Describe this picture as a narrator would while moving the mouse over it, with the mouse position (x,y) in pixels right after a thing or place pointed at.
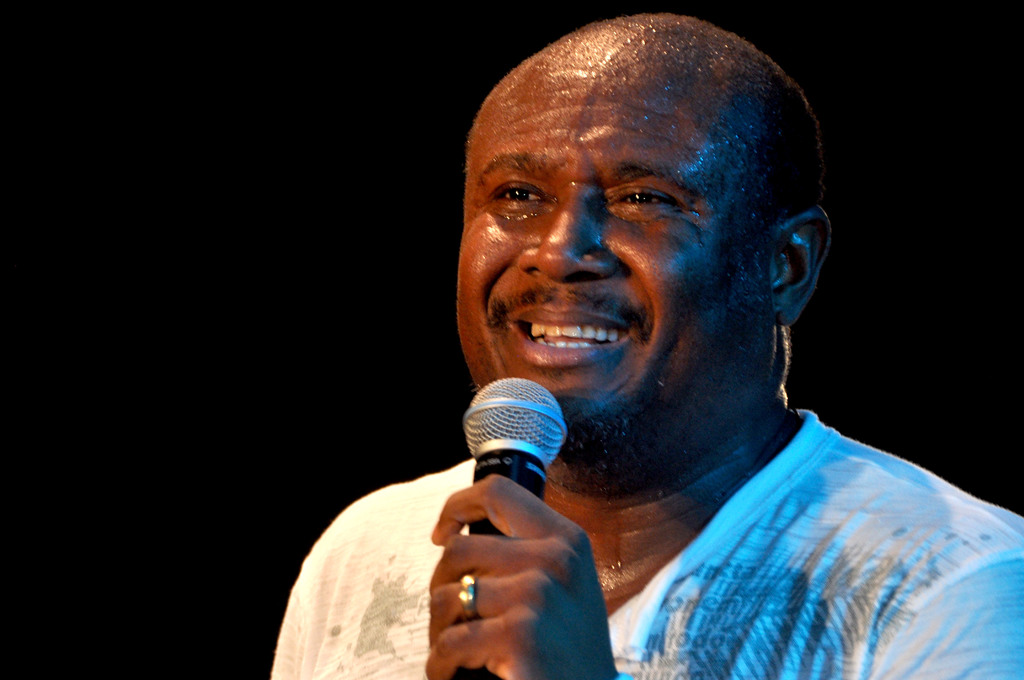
In this image, we can see human (627,417) is smiling, he hold microphone (522,438) in his hand (507,570) and he wear a ring (473,595) on his finger (441,612).
